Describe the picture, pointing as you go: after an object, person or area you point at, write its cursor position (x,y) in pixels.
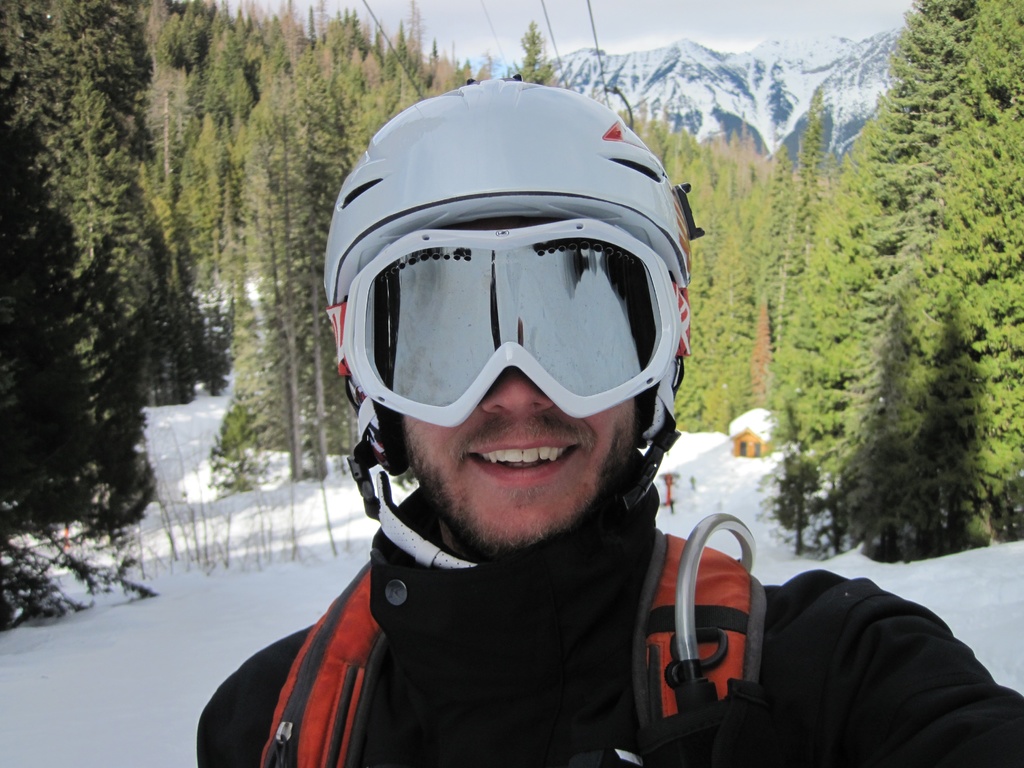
In the image there is a man (429,324) with a helmet (540,173) on his head (559,249). And he kept goggles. And he wore a bag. Behind him on the ground (186,624) there is snow (171,634) and also there are trees (921,199). Behind the trees (181,300) there are mountains (718,67) covered with snow (695,89).
